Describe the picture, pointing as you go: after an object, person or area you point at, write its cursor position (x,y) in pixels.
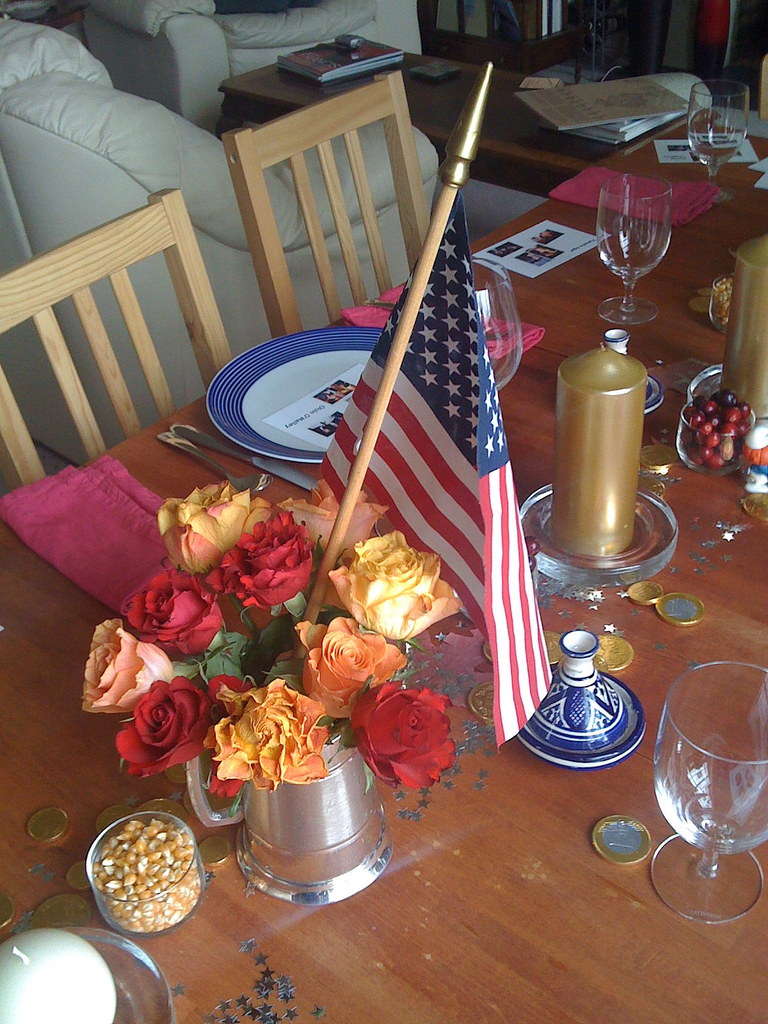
In this image we can see a flag (336,465) and flowers (239,582) in a jug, glasses (727,830), cards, plates (279,434), clothes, knives (238,454), coins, berries (721,431) in a cup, maize seeds (166,858) in a cup (148,917) and other objects (562,454) on the table (454,898). There are chairs (97,340), books (366,69) and objects (363,42) on a table (366,69).
